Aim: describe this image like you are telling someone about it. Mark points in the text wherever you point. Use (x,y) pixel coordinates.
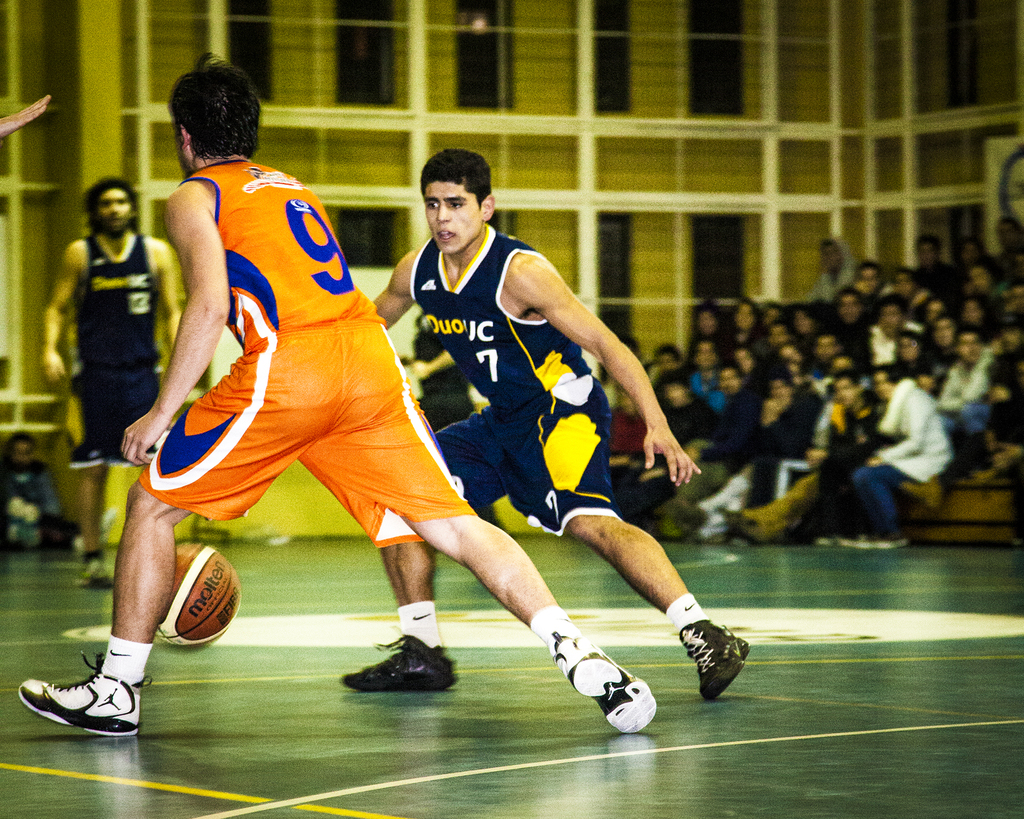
In this picture there are few persons (288,355) playing basketball and there are few audience (840,360) in the right corner (912,339).
